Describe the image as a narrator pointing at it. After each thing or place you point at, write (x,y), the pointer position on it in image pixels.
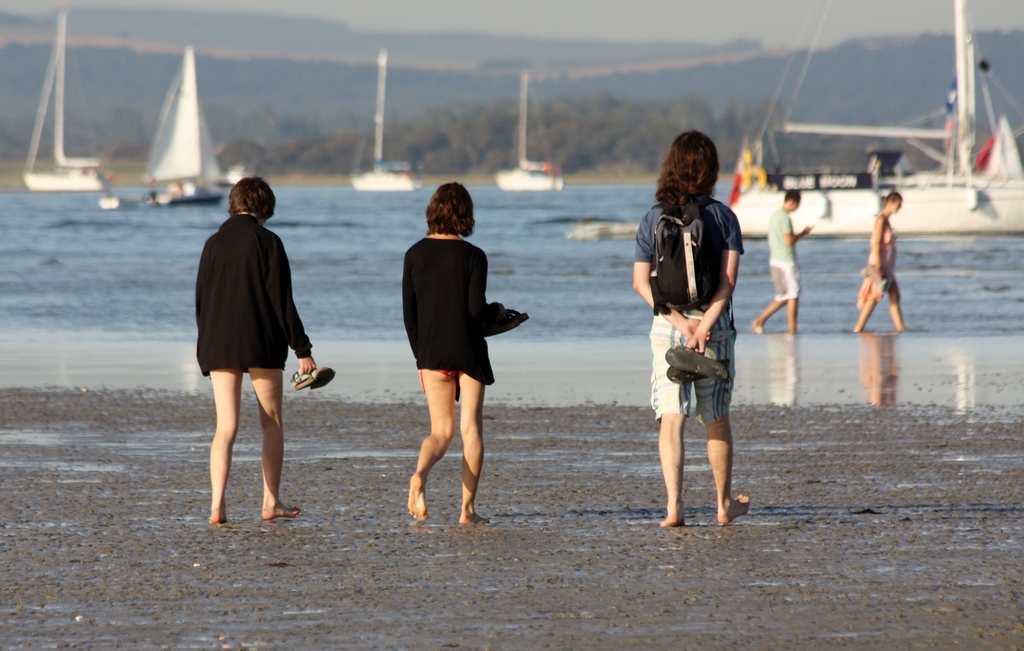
In this picture I can see 3 persons (445,257) in front (447,316) who are holding footwear (323,374) in their hands (305,365) and I see the ground (583,419). In the background (32,291) I see the water (416,224) on which there are few boats (394,165) and I see 2 more persons (792,284) and I see the sky (690,35) on the top of this image (541,27).
